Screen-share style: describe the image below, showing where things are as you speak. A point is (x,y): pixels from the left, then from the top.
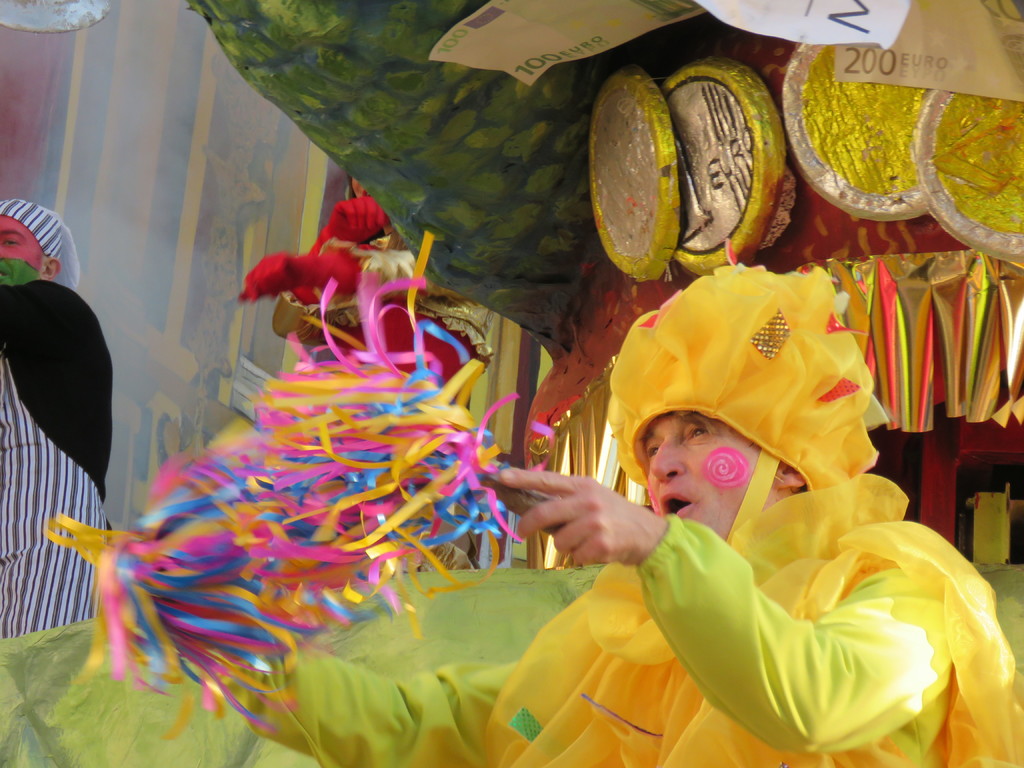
In the picture I can see a person (640,577) is holding something (211,569) in hands (577,496). In the background (249,384) I can see another person (95,417) and some other things (567,445).
